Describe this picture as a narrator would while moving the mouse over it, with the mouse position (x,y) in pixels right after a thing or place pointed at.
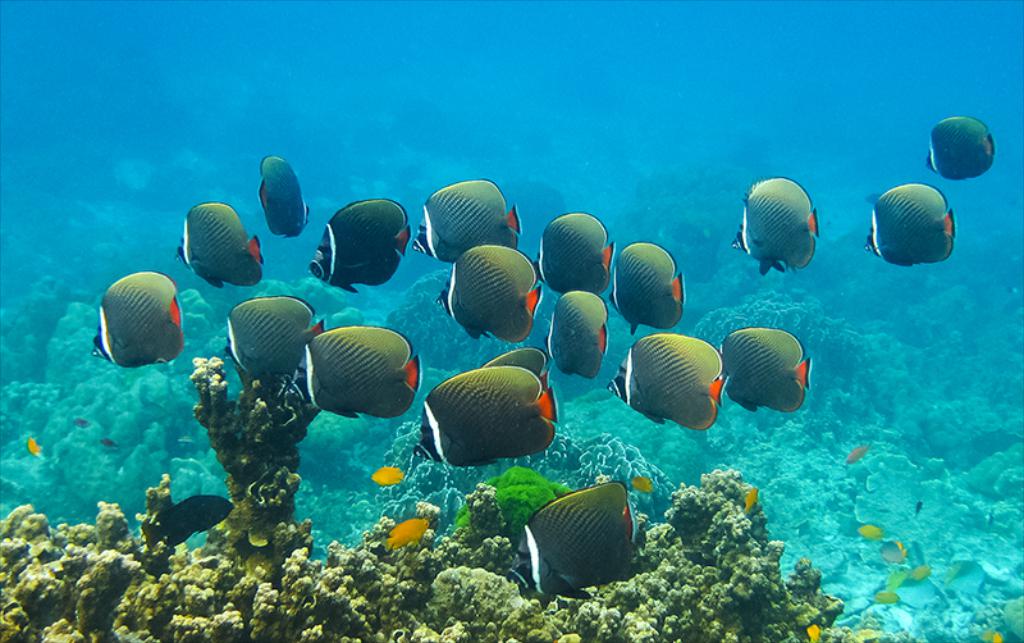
In this image we can see underwater. There are corals (624,464) and fishes (574,220) in the water (31,324).
